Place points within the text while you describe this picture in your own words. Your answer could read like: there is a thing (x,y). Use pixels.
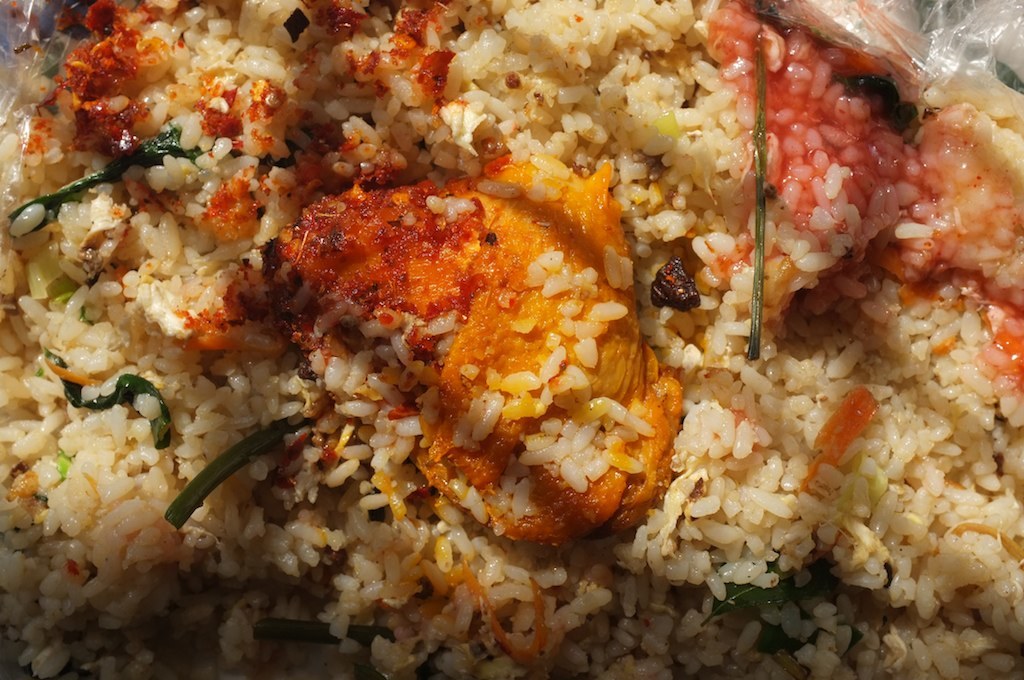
In the picture we can see the rice (823,406) mixed with a curry (480,271).
